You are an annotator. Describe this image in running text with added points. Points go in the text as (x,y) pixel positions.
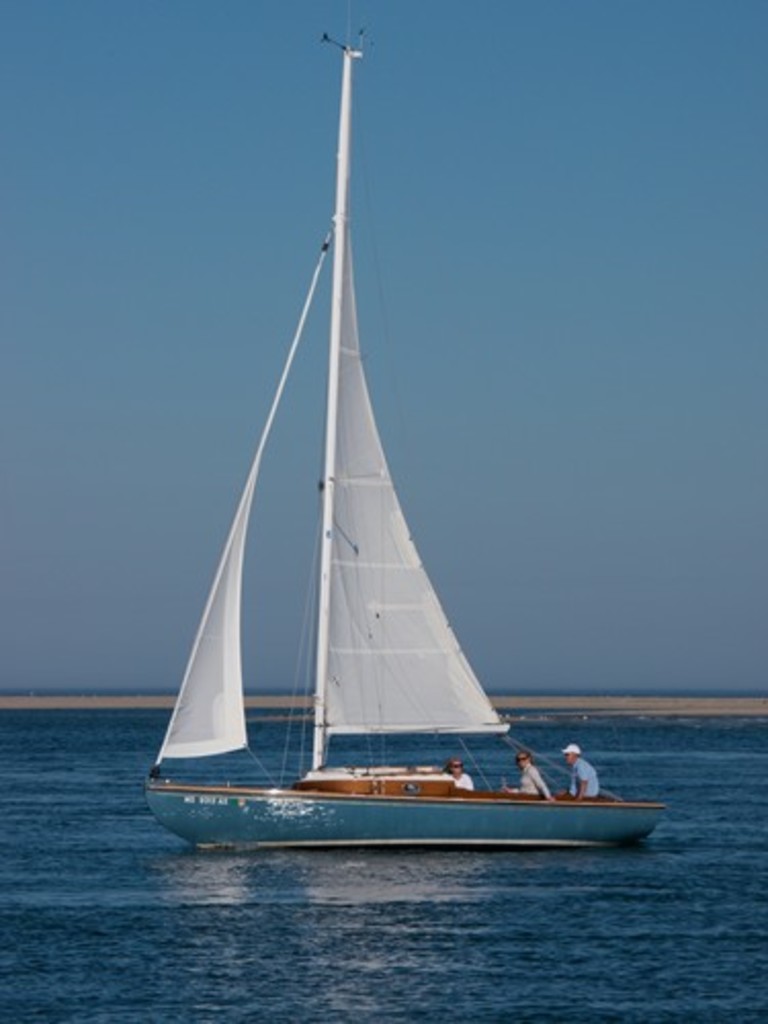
In the picture we can see a boat (383,607) in the water (555,736), which is blue in color, on the boat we can see a pole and in the background (551,701) we can see a sand surface (40,698) and the sky (311,634).
